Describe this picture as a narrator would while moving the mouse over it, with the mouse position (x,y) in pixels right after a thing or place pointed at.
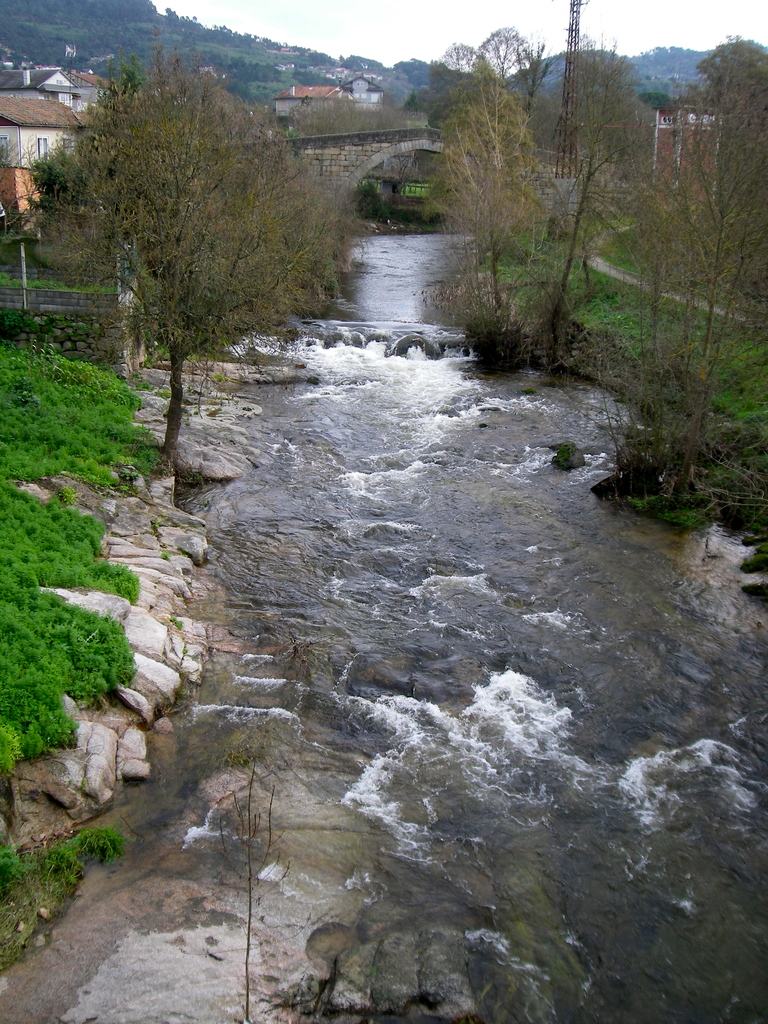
In the foreground of this image (355,678), there is a river (317,616) on either side, there are plants (35,539), stones (161,508) and trees (268,319). In the background (421,151), there is a bridge (358,151), few houses (322,87), a tower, trees (314,68) and the sky (376,10).
